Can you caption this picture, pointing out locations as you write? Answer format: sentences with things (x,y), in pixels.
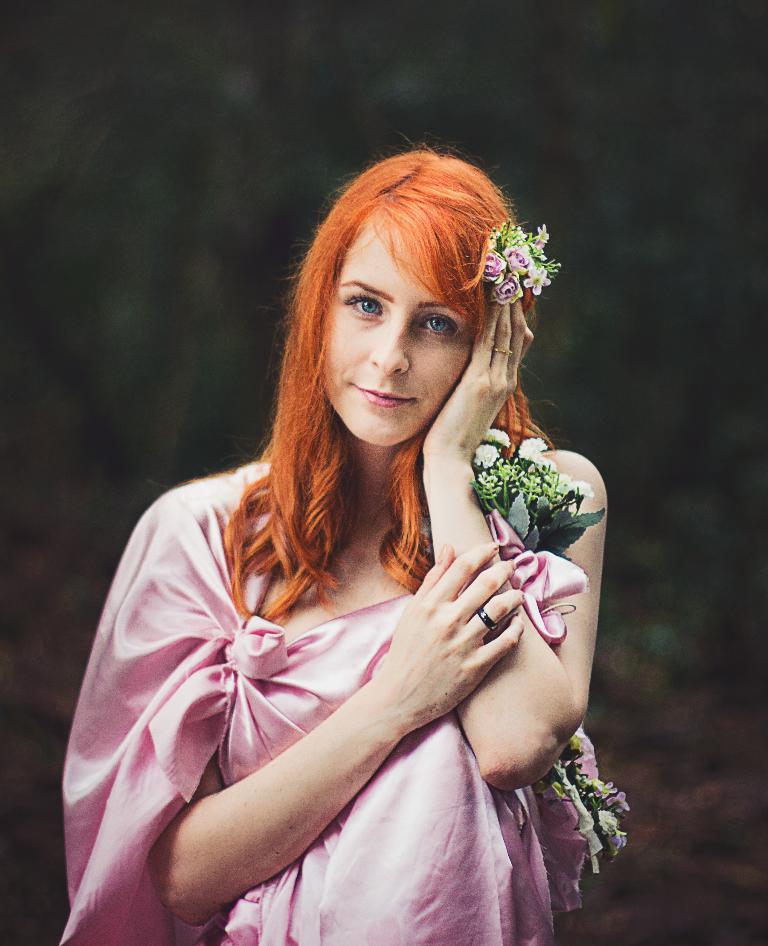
In this image there is a woman (398,569) wearing a pink dress (285,725). She is holding few flowers (536,487). Background (39,654) is blurry.
